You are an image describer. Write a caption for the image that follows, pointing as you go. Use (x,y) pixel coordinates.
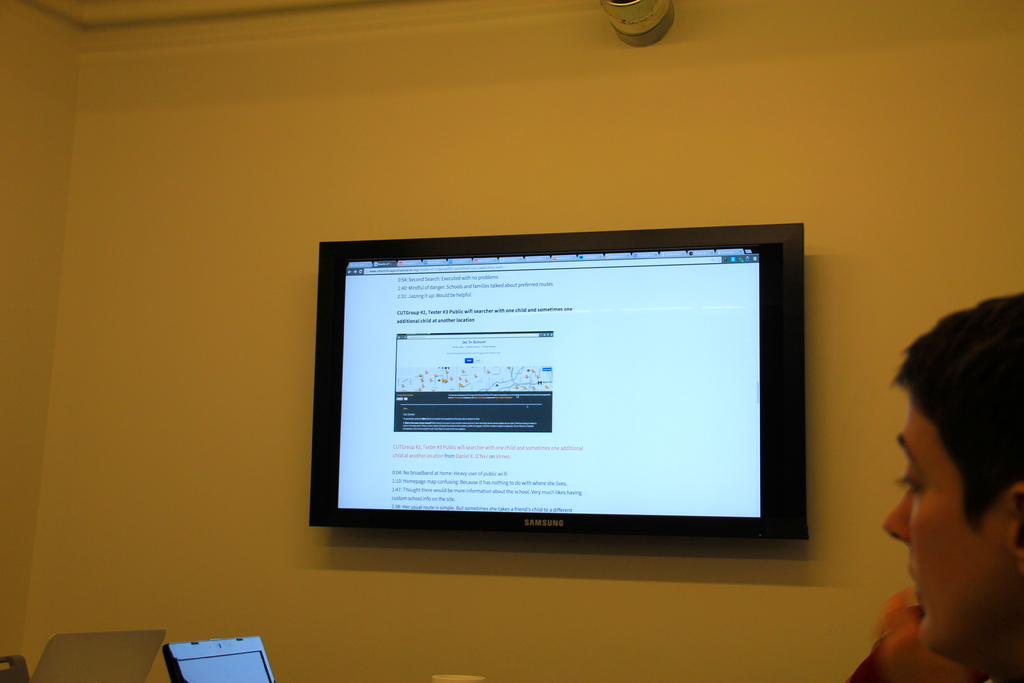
In the center of the image (424,241) there is a tv (583,241) on the wall (736,191). To the right side of the image (902,447) there is a person (1005,654). At the bottom of the image (151,634) there is laptop (83,661).
